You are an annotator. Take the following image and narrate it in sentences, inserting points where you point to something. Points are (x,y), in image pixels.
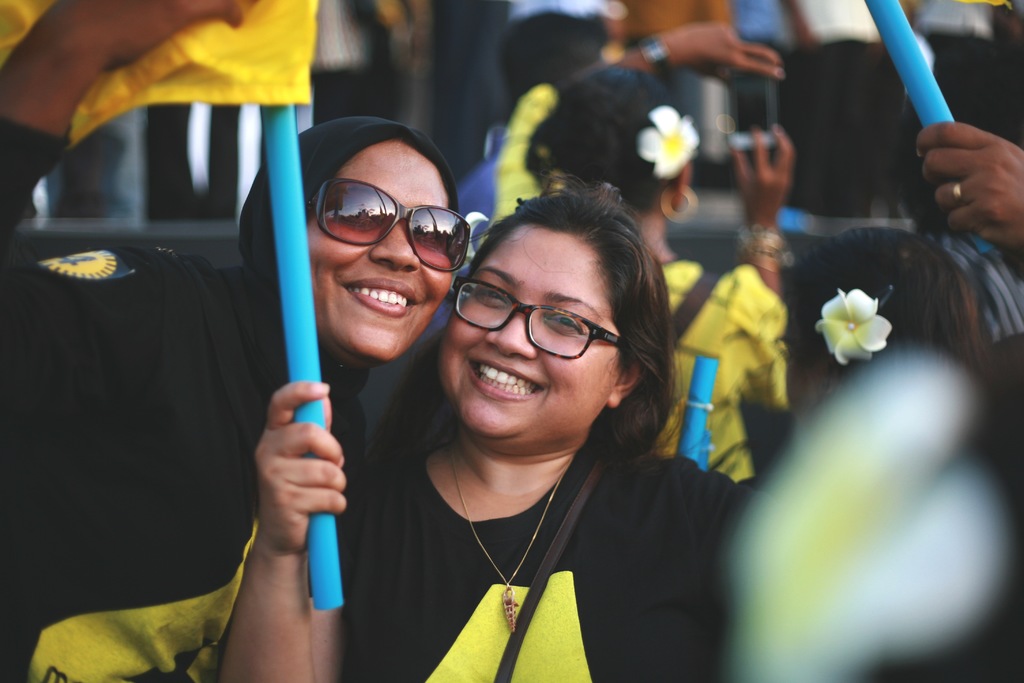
In this image we can see people (604,437) holding flags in their hands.
